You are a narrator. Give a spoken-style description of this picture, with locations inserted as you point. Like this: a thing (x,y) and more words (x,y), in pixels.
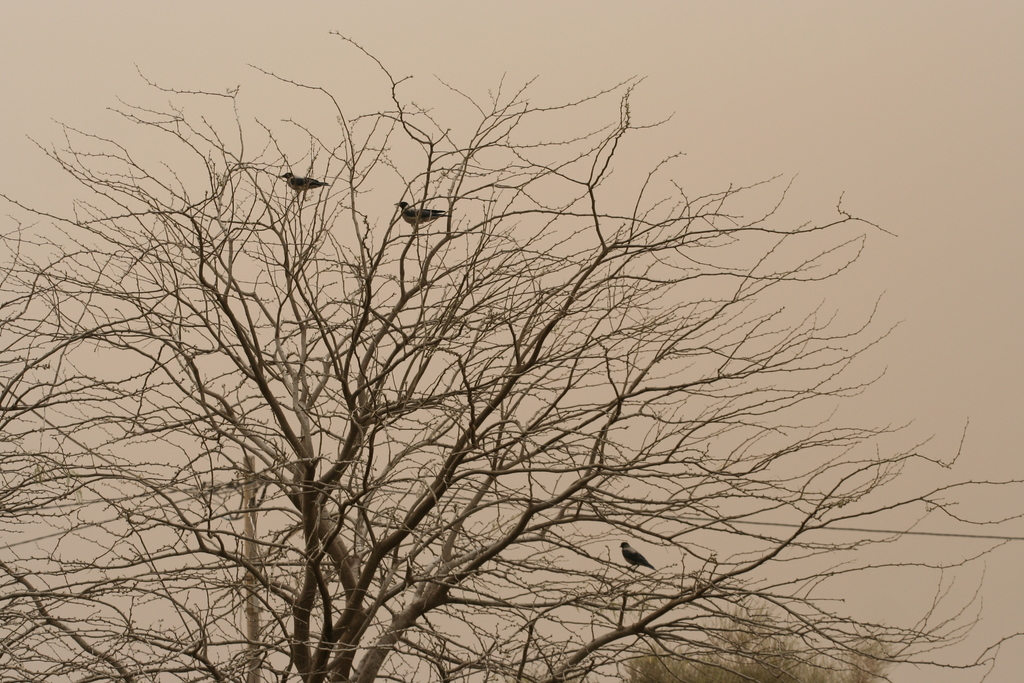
In the foreground of this image (409,427), there are three birds (298,177) on a tree (325,609) where there are no leaves (355,611). In the background (248,517), there is a pole (248,553), a tree (719,673) and the sky (868,80).
